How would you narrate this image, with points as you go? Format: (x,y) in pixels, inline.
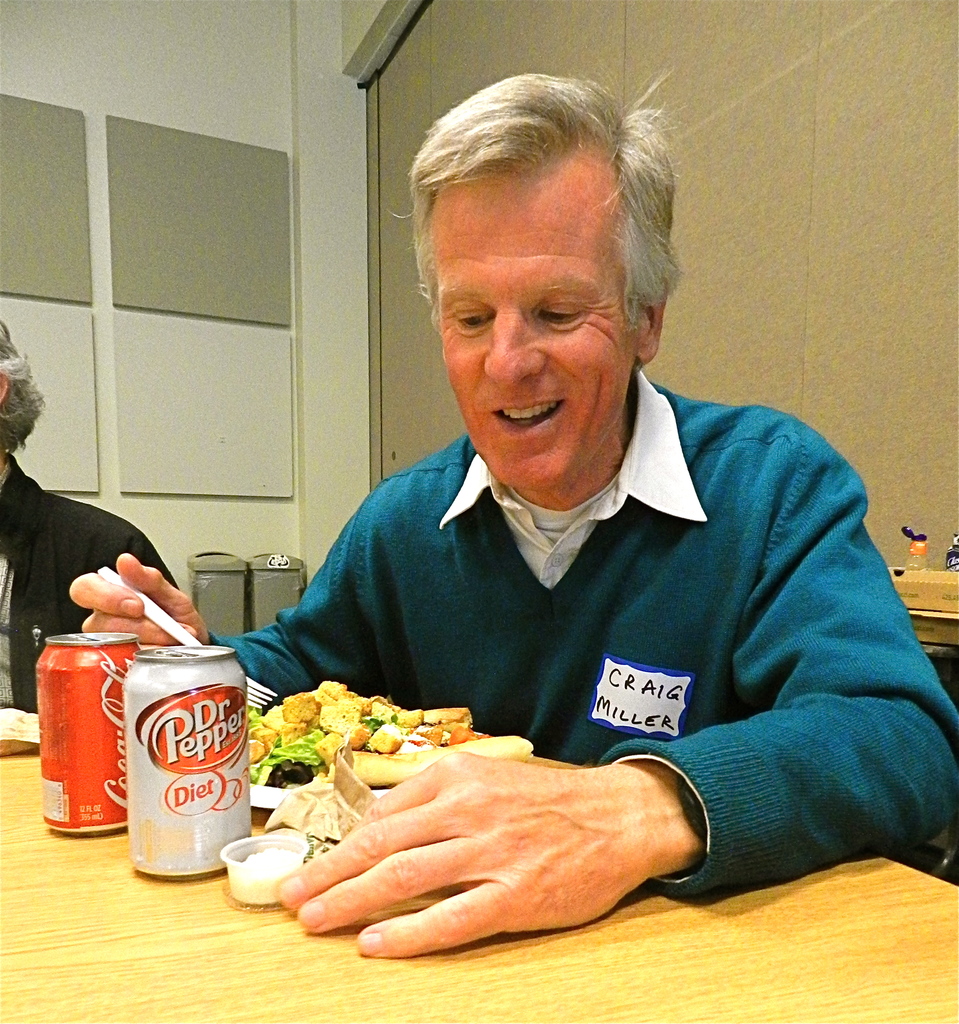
In this picture we can see some food (446,749) in a plate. There are cans (230,806) and cup (242,872) on the table (216,950). We can see a man (579,589) holding a fork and smiling. There is another person (84,544) on the left side (84,544). We can see a few bottles (920,568) and other objects (916,594) on the right side (919,626).
